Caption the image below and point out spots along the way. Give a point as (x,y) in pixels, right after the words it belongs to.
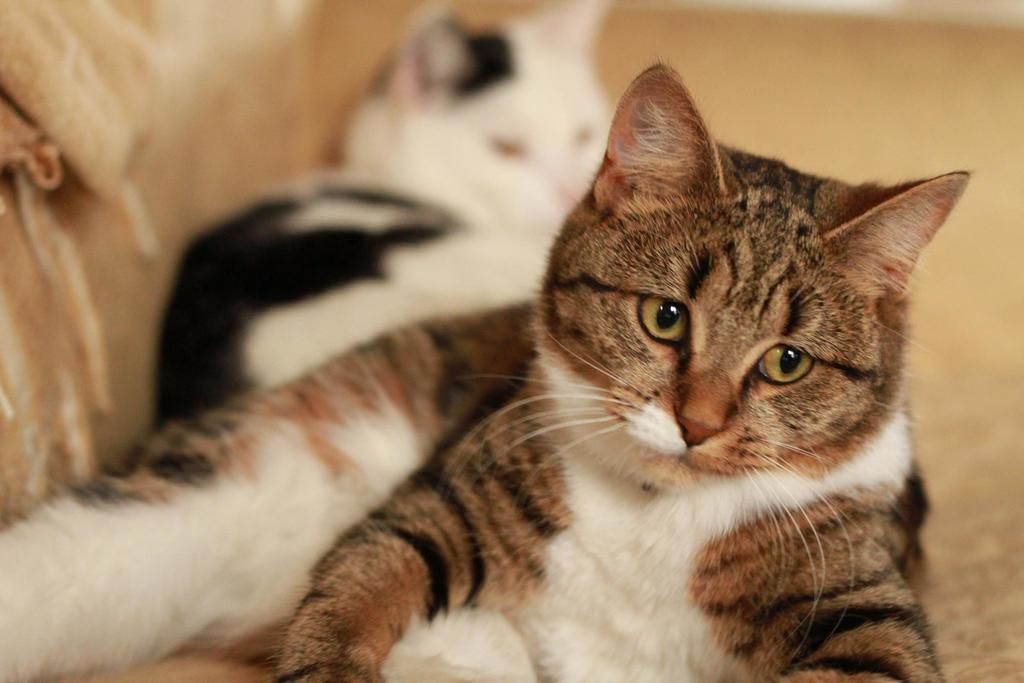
In the middle of the image (536,381) there are two cats (449,310) lying on the couch (786,128).
